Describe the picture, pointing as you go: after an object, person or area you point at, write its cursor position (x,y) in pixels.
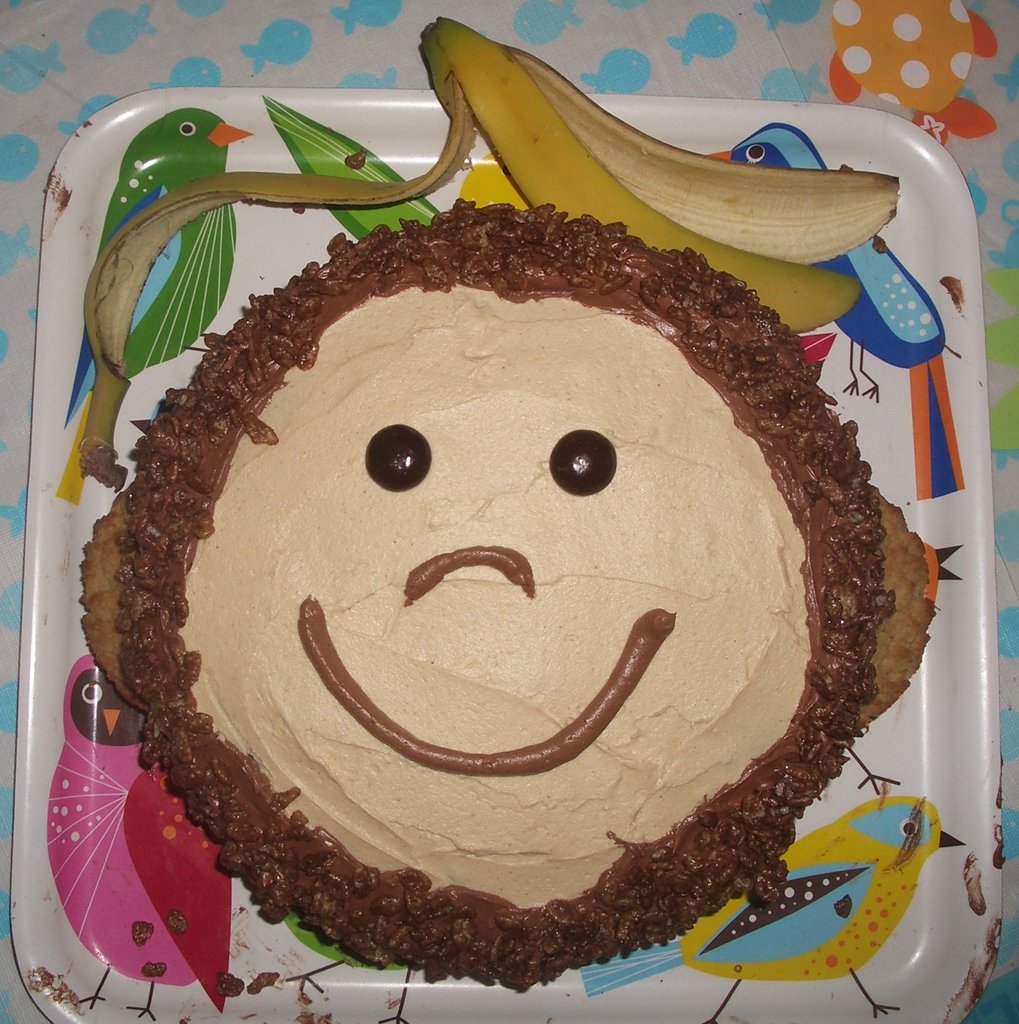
In this image we can see a cake (507,456) and a banana peel (612,211) on the plate (938,532). In the background of the image (329,44) there is a colorful background (20,399).
